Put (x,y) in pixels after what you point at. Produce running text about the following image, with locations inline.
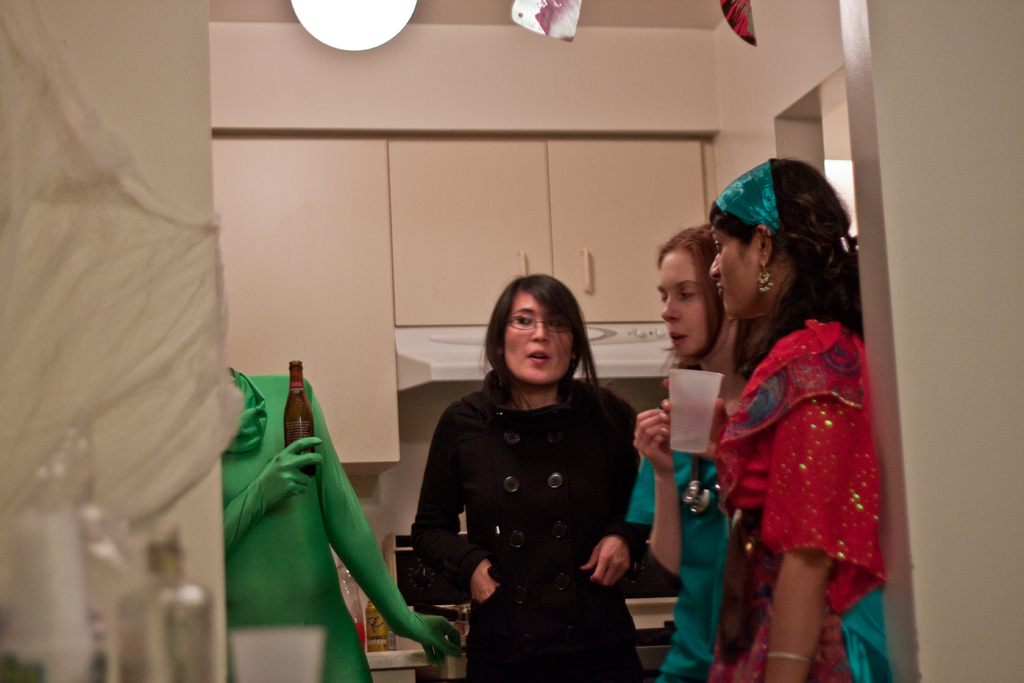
In the center (508,340) we can see few persons (631,524) were standing and holding glass (700,445) and beer bottle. And back there is a wall (810,103), cupboard (480,231), light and few more objects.
